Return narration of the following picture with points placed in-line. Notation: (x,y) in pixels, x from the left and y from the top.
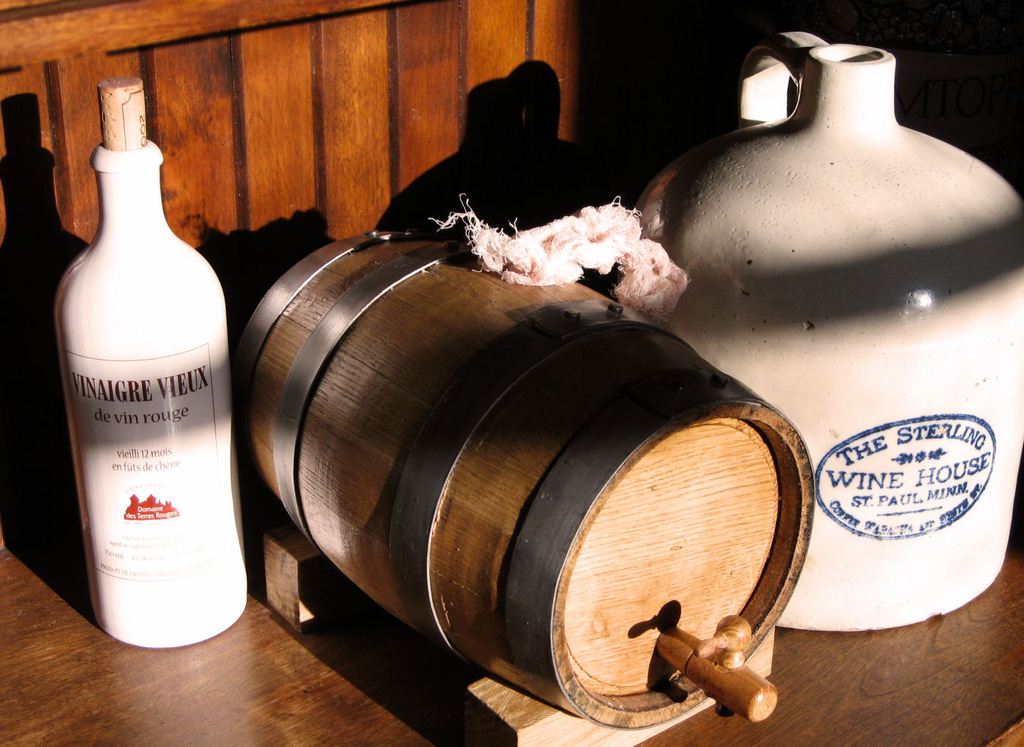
In this picture we can see bottle (232,472), barrel (481,438), cloth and jar (929,594) on the wooden platform (346,624).
